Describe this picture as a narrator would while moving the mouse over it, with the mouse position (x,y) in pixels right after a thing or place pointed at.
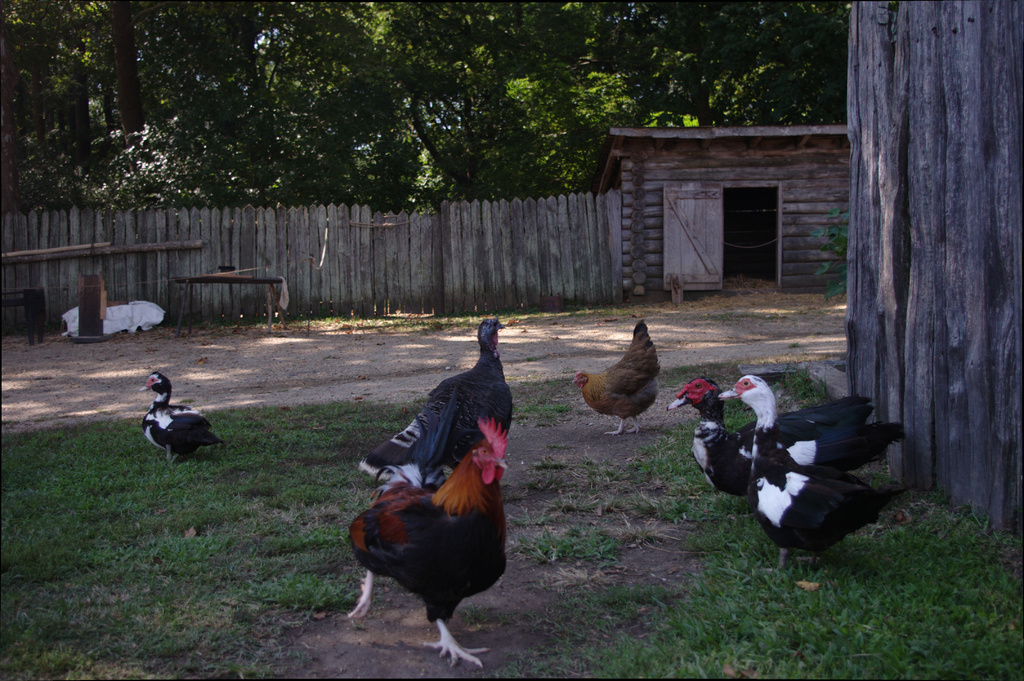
This image is taken outdoors. At the bottom of the image (614,607) there is a ground (121,460) with grass (319,434) on it. In the background (268,149) there are many trees (423,151). On the right side of the image (931,358) there is a wooden wall (943,377). In the middle of the image (411,289) there is a wooden fence (383,259) and there is a wooden cabin (758,202) with a door (704,238) and a roof (745,127). There are few hens (482,428) on the ground (562,408).
